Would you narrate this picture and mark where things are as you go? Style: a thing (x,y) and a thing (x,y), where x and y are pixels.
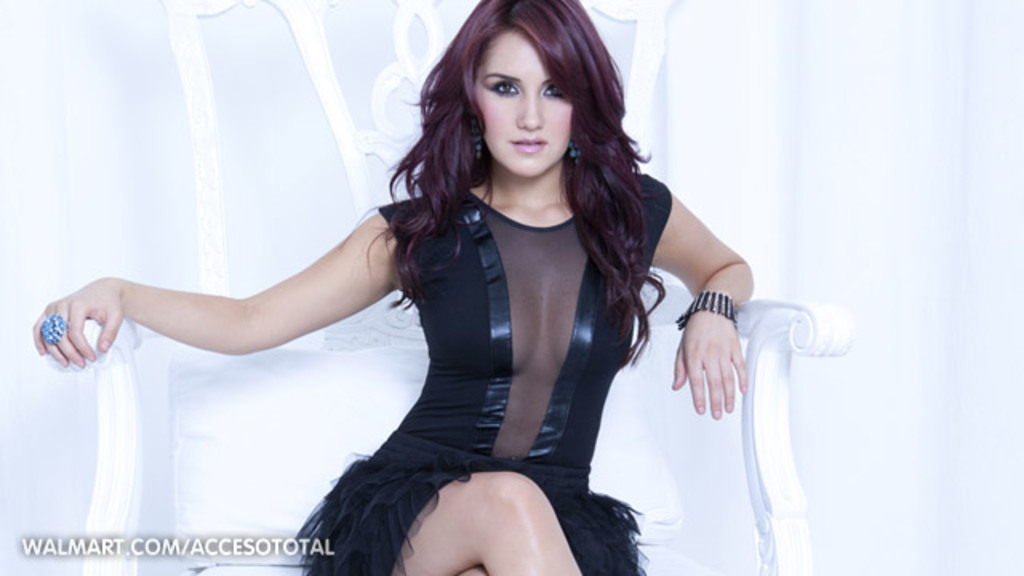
In this image there is a girl (390,468) in black dress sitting on the white chair (390,402), also wearing bracelet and ring (48,339).
